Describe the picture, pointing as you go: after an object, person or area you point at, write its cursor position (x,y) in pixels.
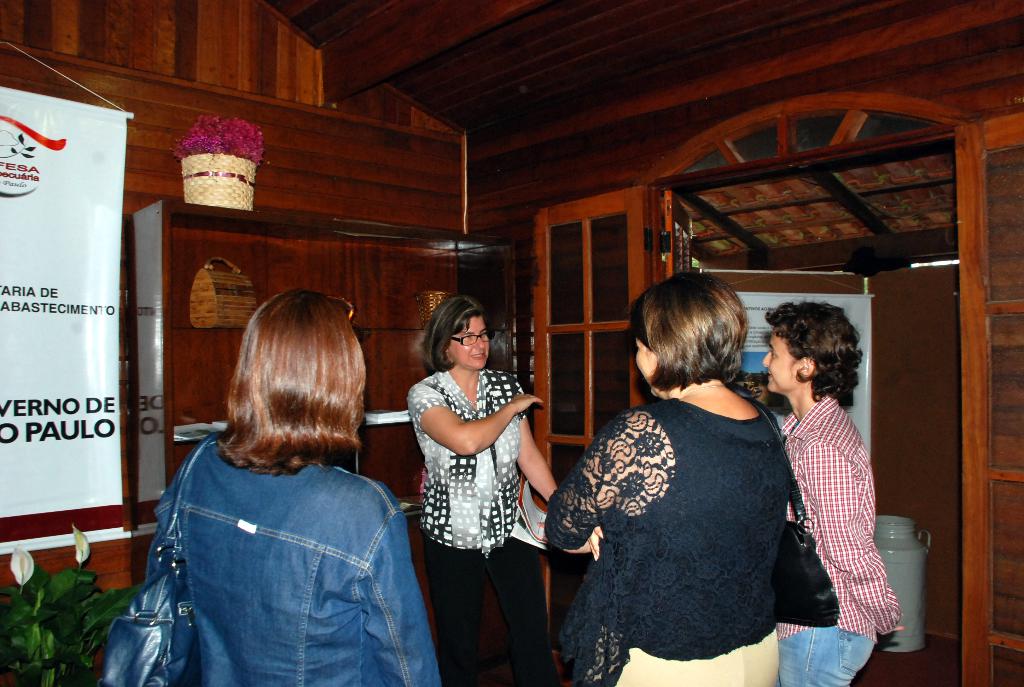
In this image there are few women (698,352) standing and talking with each other in a room (629,193), on the bottom left of the image (95,599) there is a plant (76,592).
